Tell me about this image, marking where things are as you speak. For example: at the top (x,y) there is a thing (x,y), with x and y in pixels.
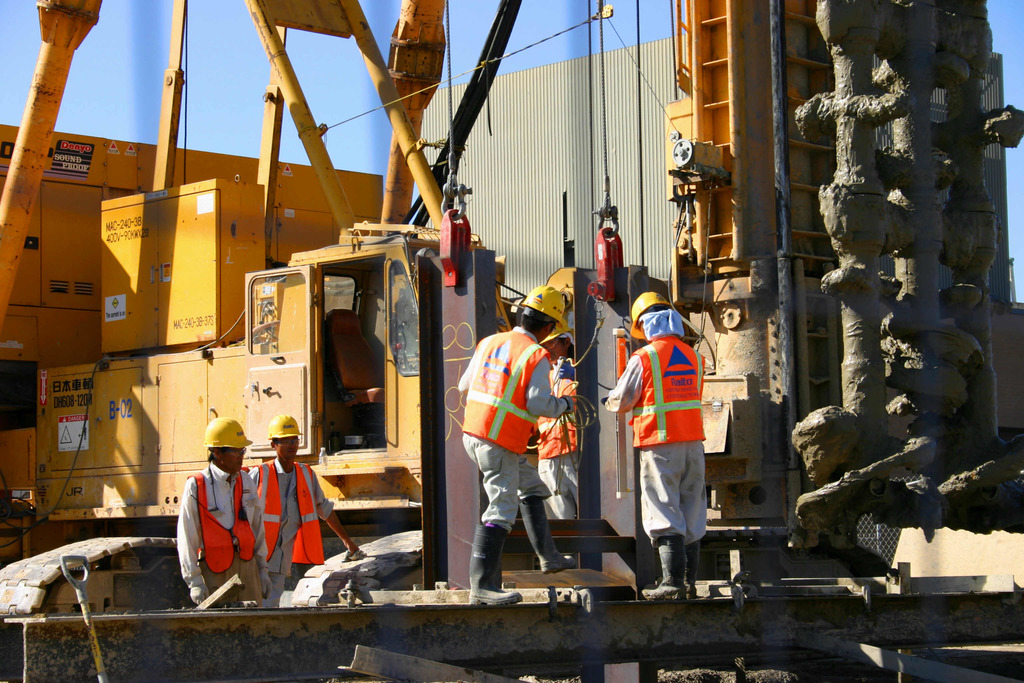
In this image we can see the people (288,448) wearing the helmets (544,305). We can also see the construction vehicle (704,294) and also the sky (196,47).
